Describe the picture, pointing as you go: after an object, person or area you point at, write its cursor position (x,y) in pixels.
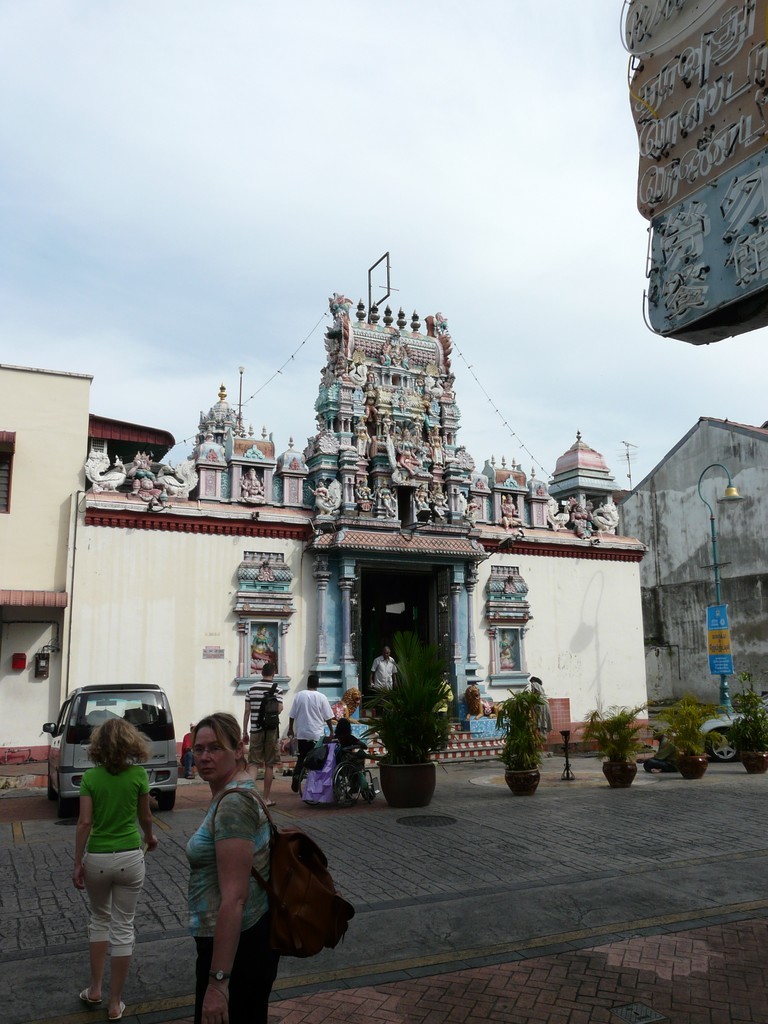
In this image we can see a building (417,579) with the sculptures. We can also see some houses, a group of people (122,764) standing, a person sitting in a wheelchair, some vehicles (159,785), plants (418,642) in the pots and the sky (349,206) which looks cloudy.
